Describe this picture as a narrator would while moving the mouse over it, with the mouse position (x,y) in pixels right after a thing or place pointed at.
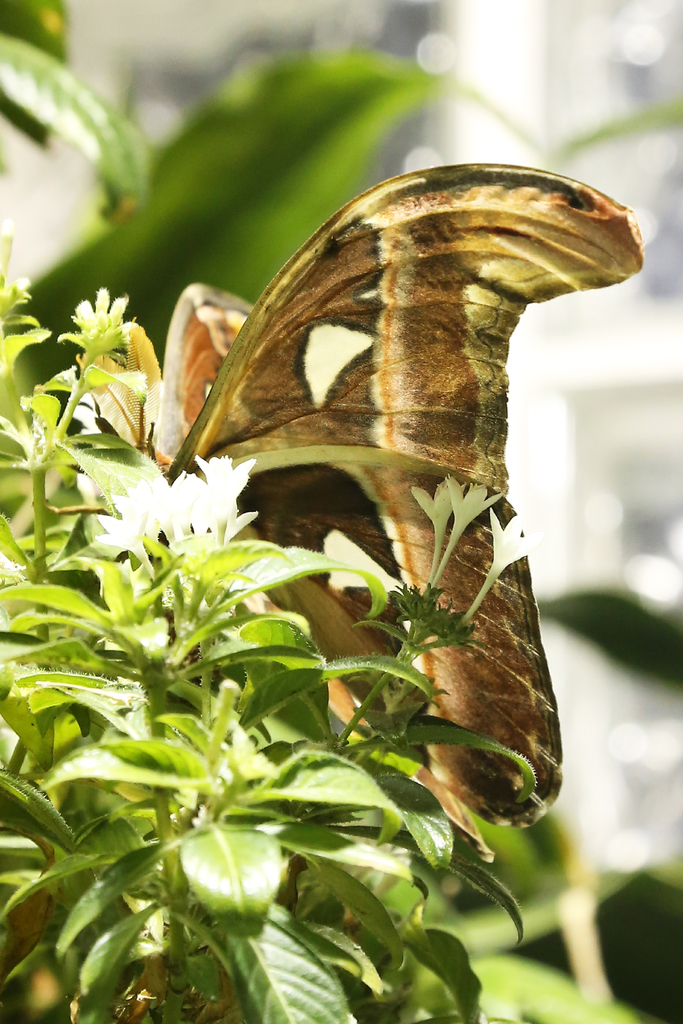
In this image there is a butterfly (256,521) on the plant (137,529). There are white flowers (171,519) beside the butterfly (221,448).
